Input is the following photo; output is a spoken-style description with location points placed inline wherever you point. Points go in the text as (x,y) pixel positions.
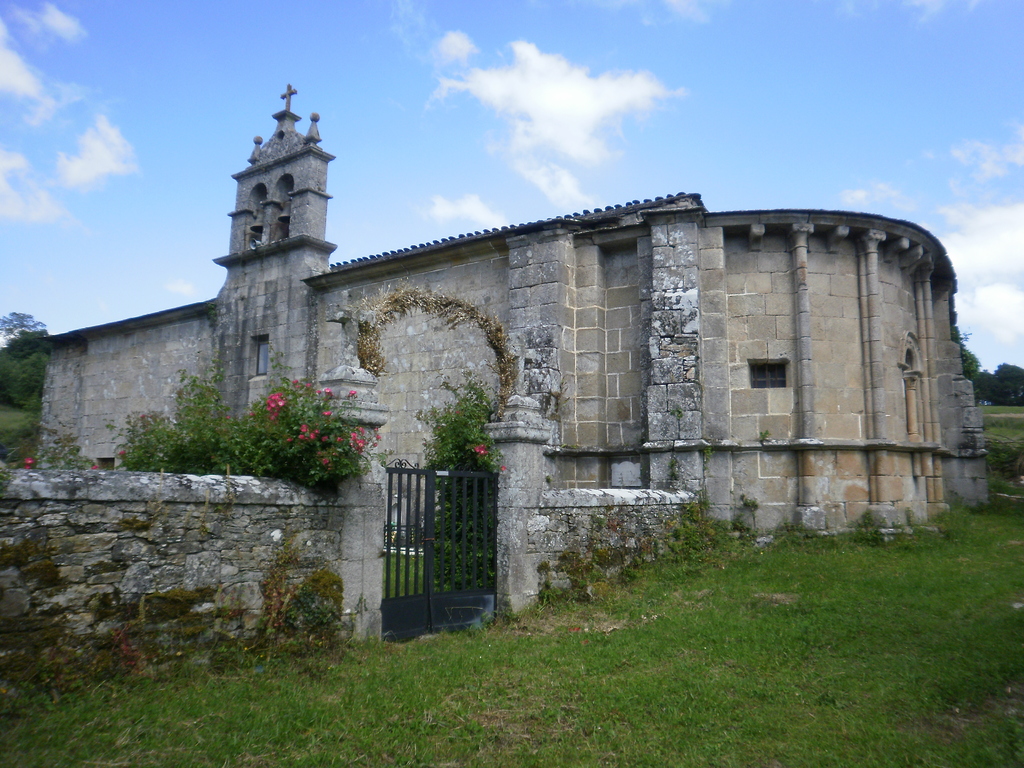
In this picture we can see a building (709,508), wall (532,545), gate (435,609), grass (474,659), plants (145,430), flowers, and trees (4,392). In the background (995,344) there is sky (614,203) with clouds (99,147).
